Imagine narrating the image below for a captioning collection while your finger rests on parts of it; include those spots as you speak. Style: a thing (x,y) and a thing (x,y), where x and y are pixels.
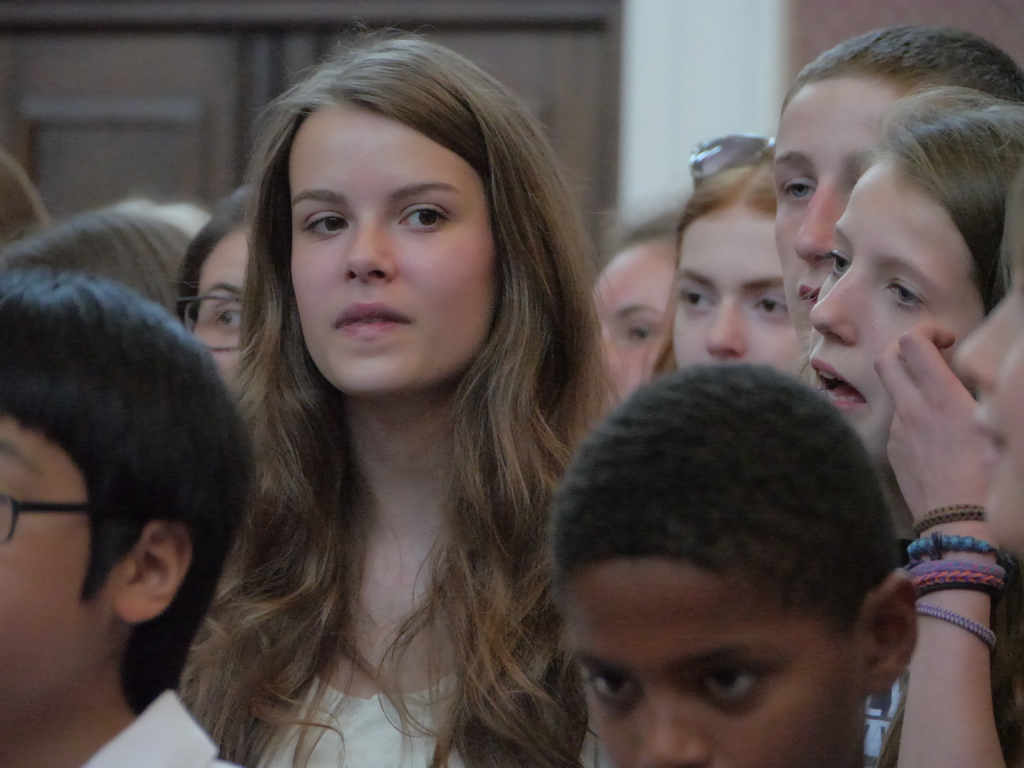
In this image I see few children (375,410) and I see it is blurred in the background (533,76).
